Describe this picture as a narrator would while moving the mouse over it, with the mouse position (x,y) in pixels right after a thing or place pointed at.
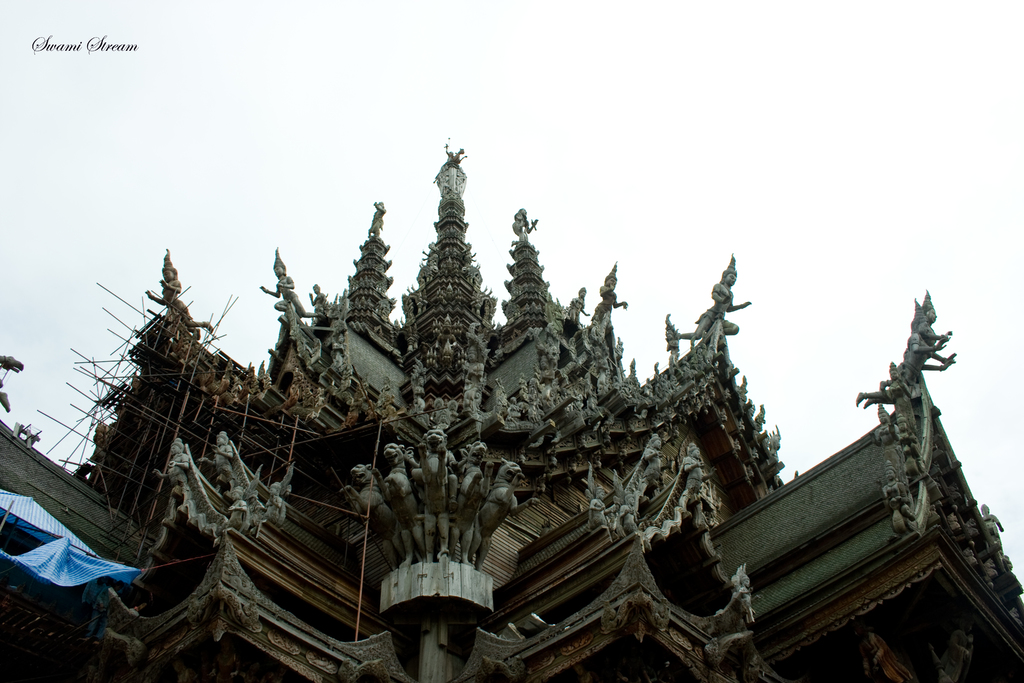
In the image there is some architecture (289,296), it looks like a temple (519,378) and it has a lot of sculptures (477,375).
